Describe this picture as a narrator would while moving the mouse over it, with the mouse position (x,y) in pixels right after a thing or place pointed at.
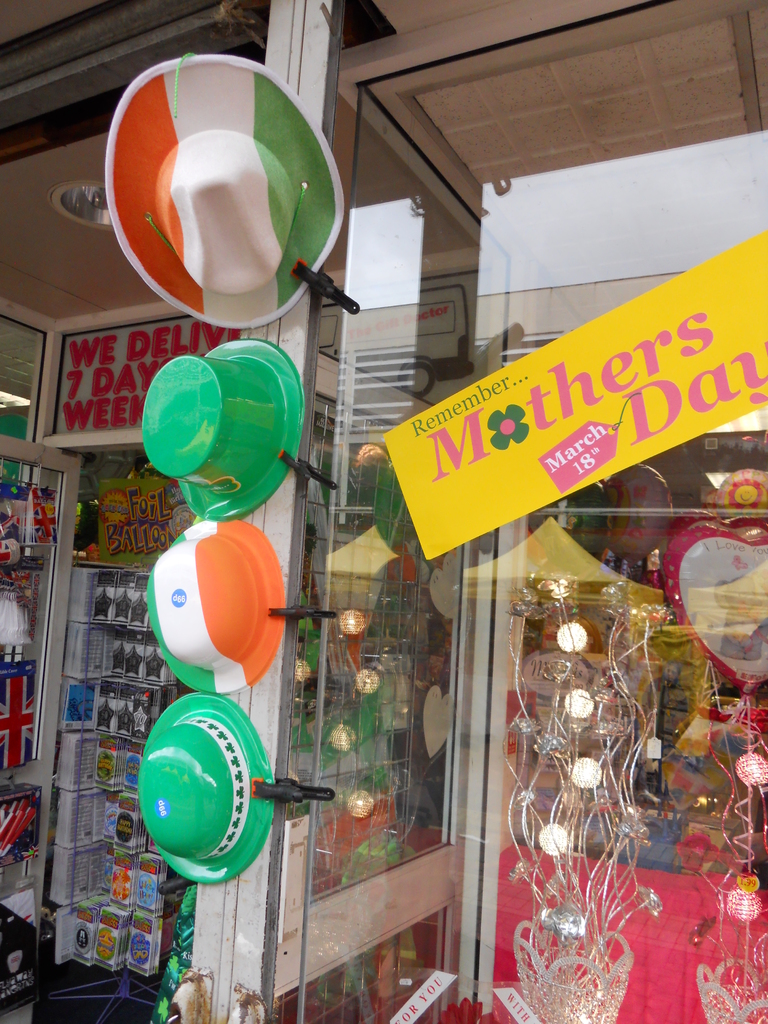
In this picture I can see a shop (676,112), where there is a board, light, there are hats (128,242), flower vases (614,649), a balloon (749,617), some items (137,750) packed in the boxes (93,573), there are stickers (724,385) on the glasses (451,955).
